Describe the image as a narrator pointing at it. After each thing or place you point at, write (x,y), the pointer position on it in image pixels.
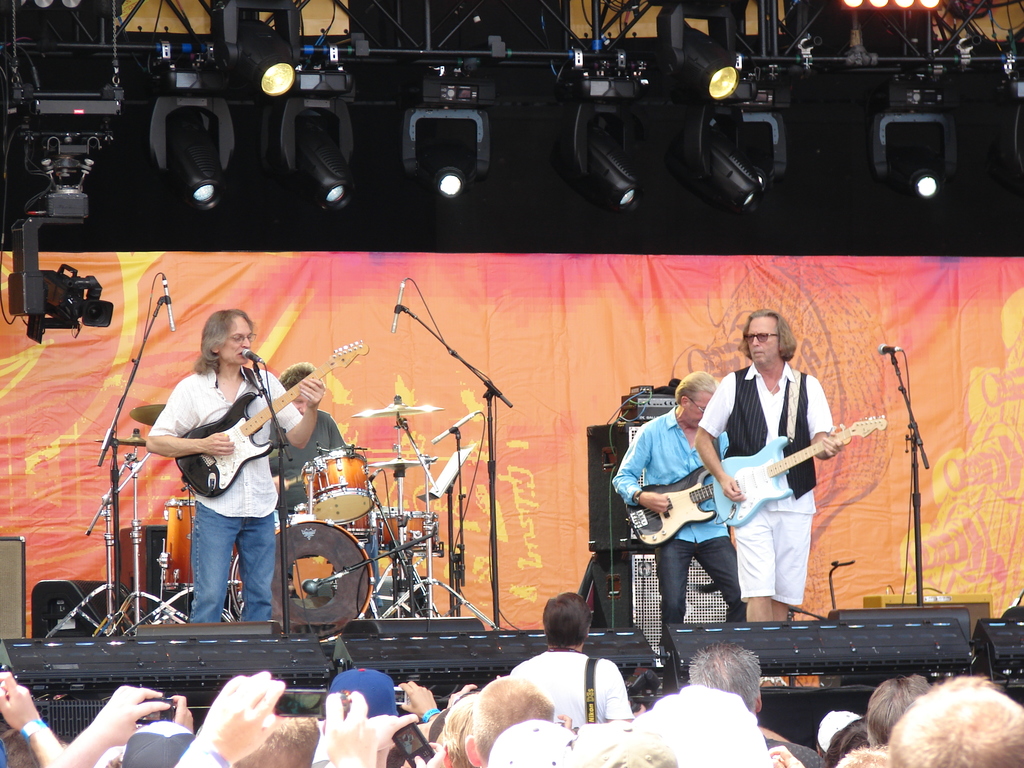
In this picture there are people (695,392) standing on the dais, we can see a person (248,375) singing and playing the guitar (291,388) on the right (702,421) people (716,420) are playing guitar (694,493) and in the background (329,420) the person (326,444) who is playing the drum set (351,488) there is a camera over here and there are some ceiling lights (327,150) attached there is full crowd (703,754) in front of them and in the Background (916,315) there is a screen (465,333).
